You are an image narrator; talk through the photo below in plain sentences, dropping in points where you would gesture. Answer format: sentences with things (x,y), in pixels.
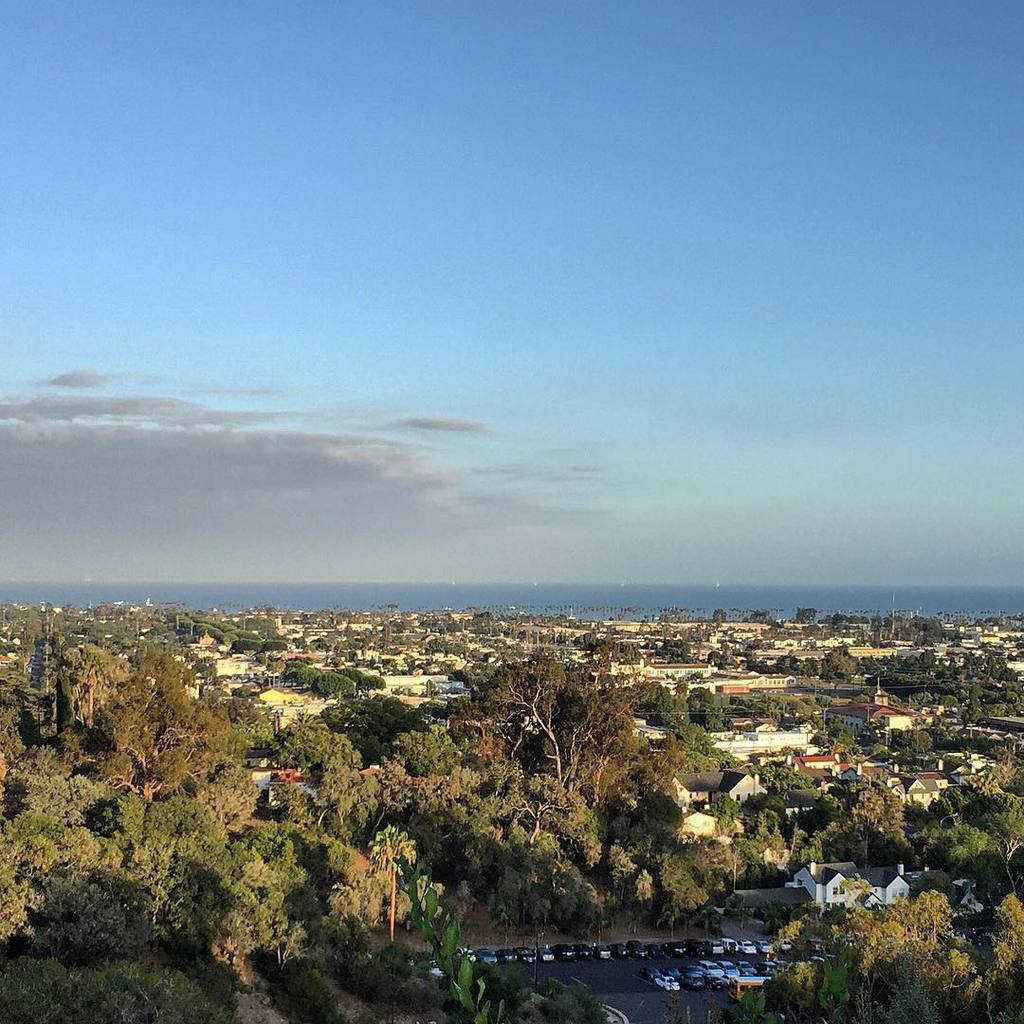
This is an outside view. Here I can see many trees (480,806) and buildings (859,778) on the ground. At the top of the image (527,157) I can see the sky (438,249) and clouds (212,460). At the bottom (701,968) there are many vehicles (720,968) on the road (634,975).
